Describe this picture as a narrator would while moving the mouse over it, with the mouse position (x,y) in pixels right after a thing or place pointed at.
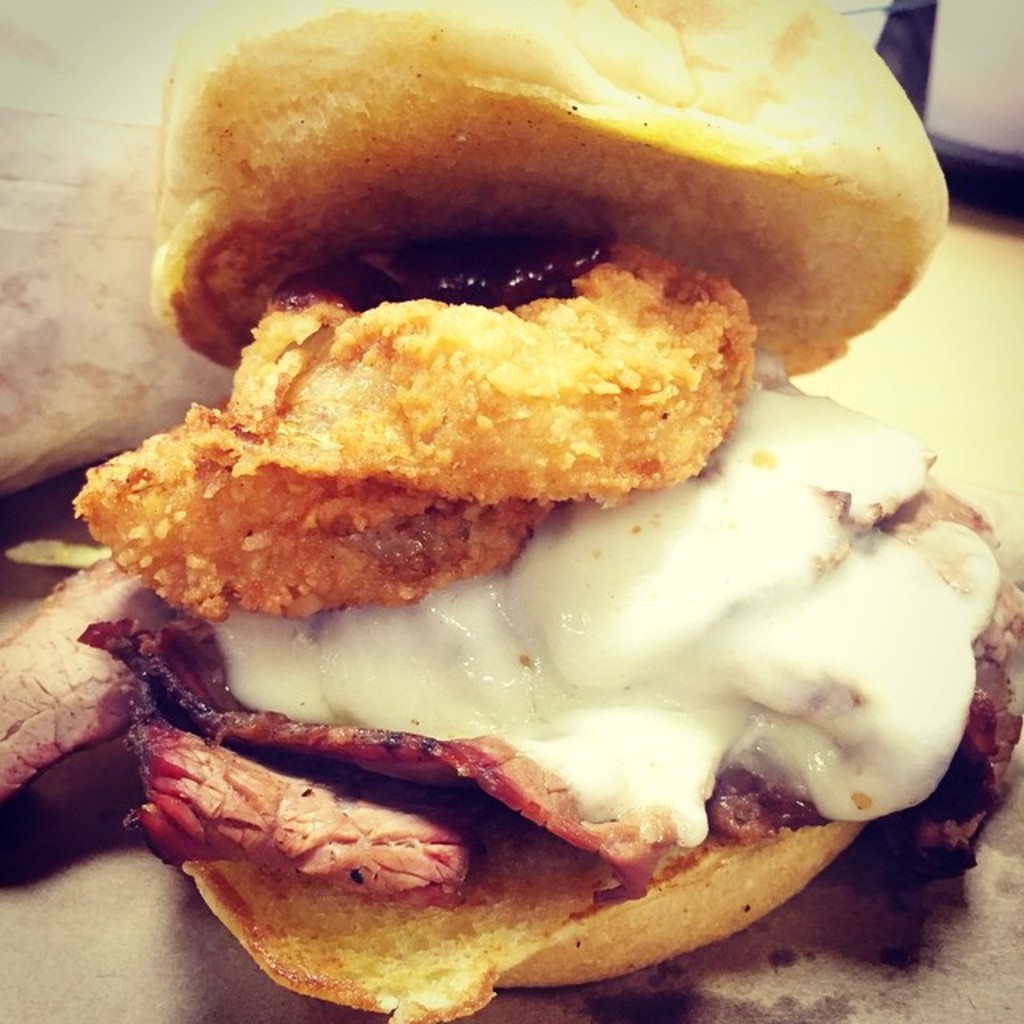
In this image I can see food (749,819) contains breads (753,232) and cream (709,793).
